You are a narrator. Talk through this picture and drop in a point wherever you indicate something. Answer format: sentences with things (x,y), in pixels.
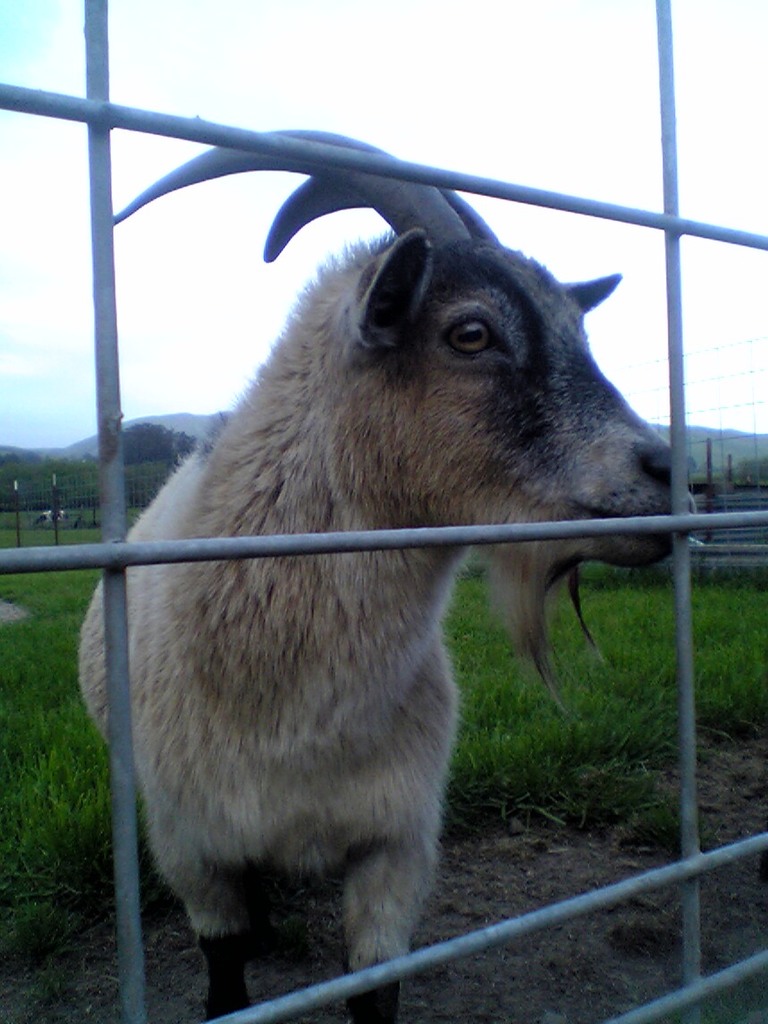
It is a goat (415,497) and this is an iron grill (691,715).
